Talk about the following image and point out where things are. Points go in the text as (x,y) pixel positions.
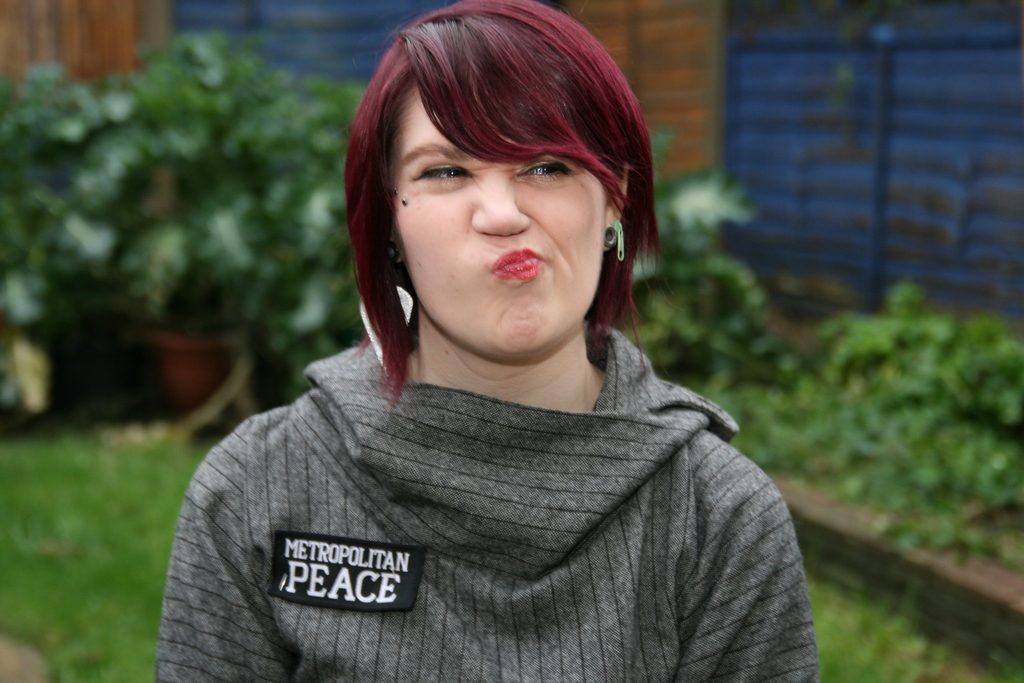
In this picture there is a person (549,546) with grey t-shirt (688,658). At the back (244,152) there is a building (210,26) and there are trees (149,88). At the bottom (84,513) there is grass (148,491).
